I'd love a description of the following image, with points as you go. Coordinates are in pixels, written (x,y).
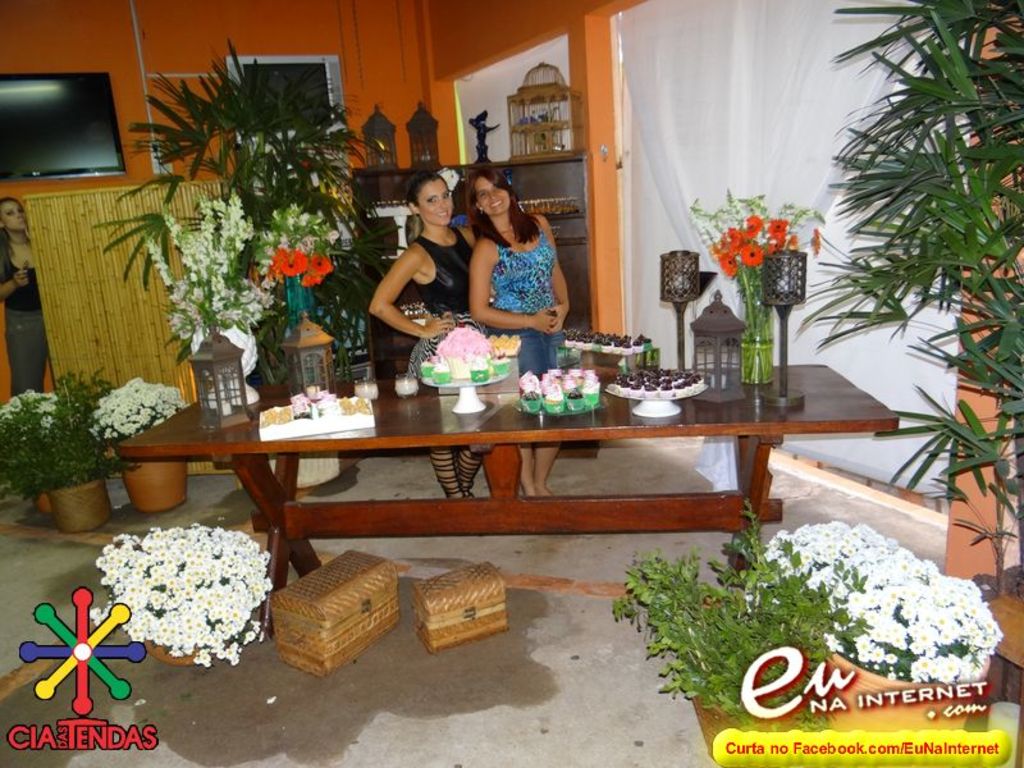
In this picture we can see there are three women (440,273) standing on the floor (479,494). In front of the two women (433,272) there is a table (426,404) and on the table (524,415) there are flower vases (191,313) and some food items (461,351). On the floor (403,593) there are boxes (323,614) and houseplants (947,272). Behind the women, it looks like a cupboard (400,196) and an object (390,206). Behind the cupboard (386,194) there is an orange wall (129,66) and on the wall (133,85) there are televisions (87,93) and some objects (88,265). On the image there are watermarks (52,645).
